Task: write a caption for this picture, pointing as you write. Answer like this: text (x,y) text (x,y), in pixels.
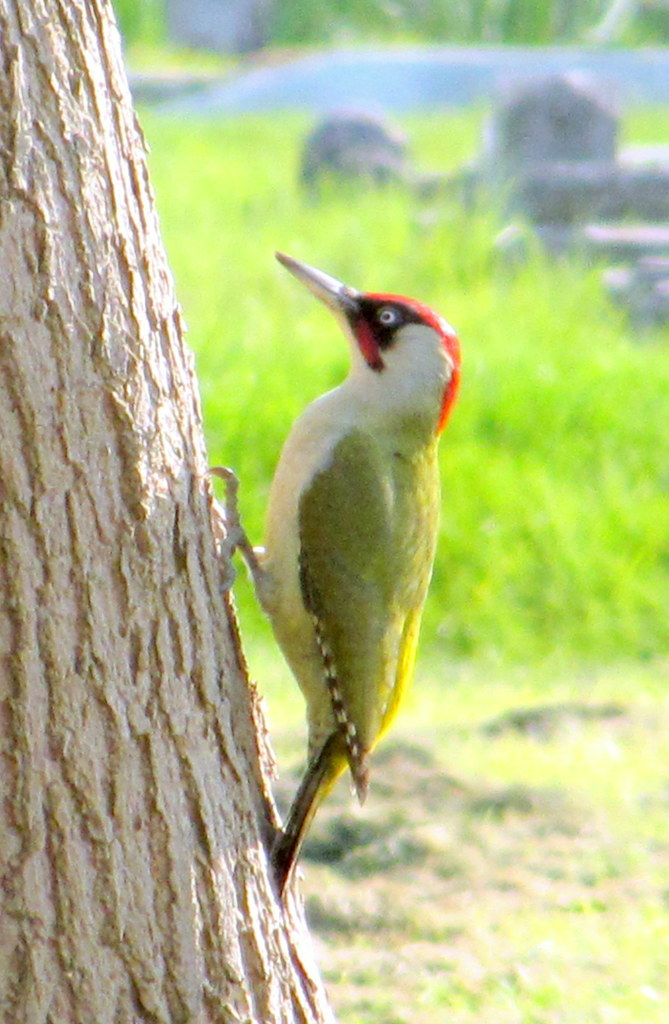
In this image, I can see a woodpecker (425,458) standing on the tree trunk (129,459). In the background (470,515), that looks like a grass (530,447). I think these are the rocks (564,126).
